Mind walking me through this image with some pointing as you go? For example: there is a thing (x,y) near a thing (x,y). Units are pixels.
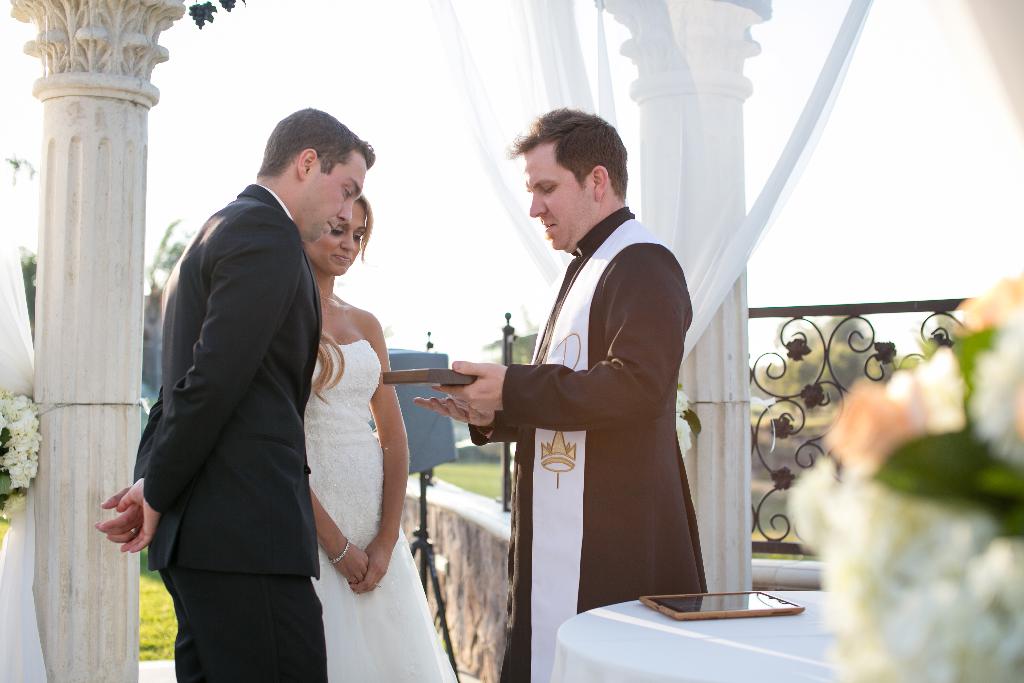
In this picture we can see a person (549,410) holding an object (436,374) in his hand (453,396). We can see a man (203,434) and a woman (351,414) standing on the left side (315,496). There are a few flowers (867,529) on the right (885,642) and left side of the image (20,416). We can see some pillars (725,346), white curtains (697,292) and railing (845,306) is visible on the right side (693,273). There is a wall (480,522) at the back (461,584). Some grass (161,628) is visible on the ground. Few trees (771,368) are visible in the background (783,379).
